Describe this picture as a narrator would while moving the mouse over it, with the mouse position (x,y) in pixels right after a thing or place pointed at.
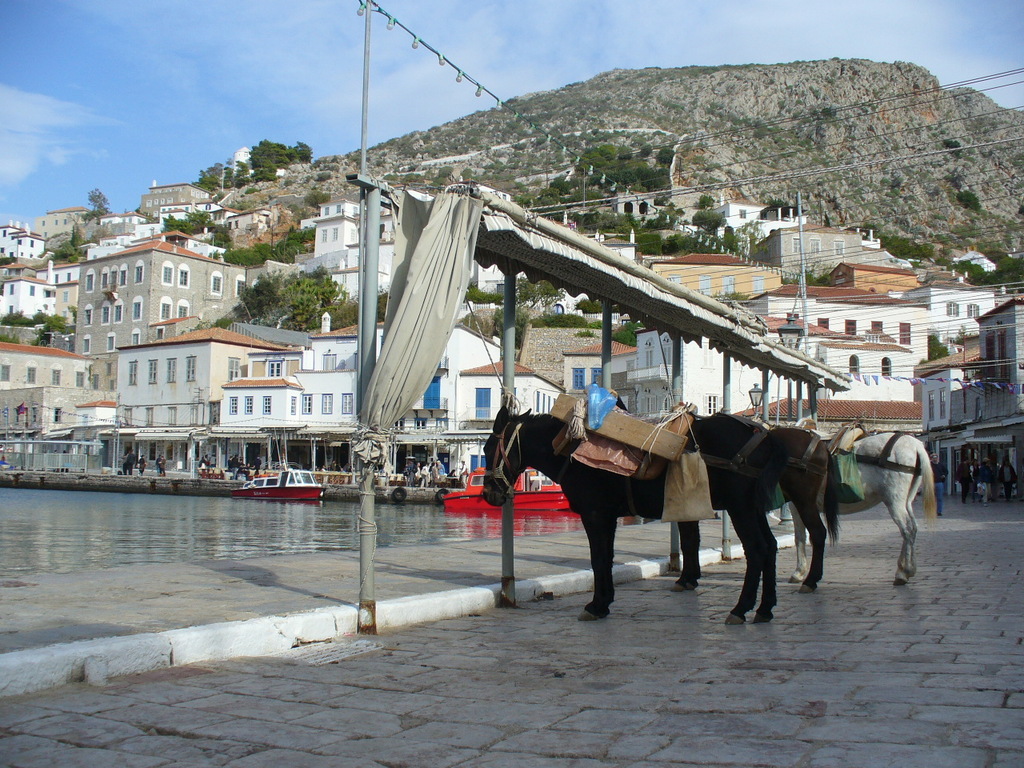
There are three horses (902,478) tied with the threads (515,409) which are connected to the poles (507,318). Above them, there is a roof (727,325) which is having a white color curtain (409,281). In the background (276,485), there are boats (291,487) on the water (53,505), there are buildings (956,375) which are having glass windows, there are buildings (64,225) and trees (91,212) on the hill (49,256), there is a mountain (872,86) and there are clouds (9,115) in the blue sky (336,32).
